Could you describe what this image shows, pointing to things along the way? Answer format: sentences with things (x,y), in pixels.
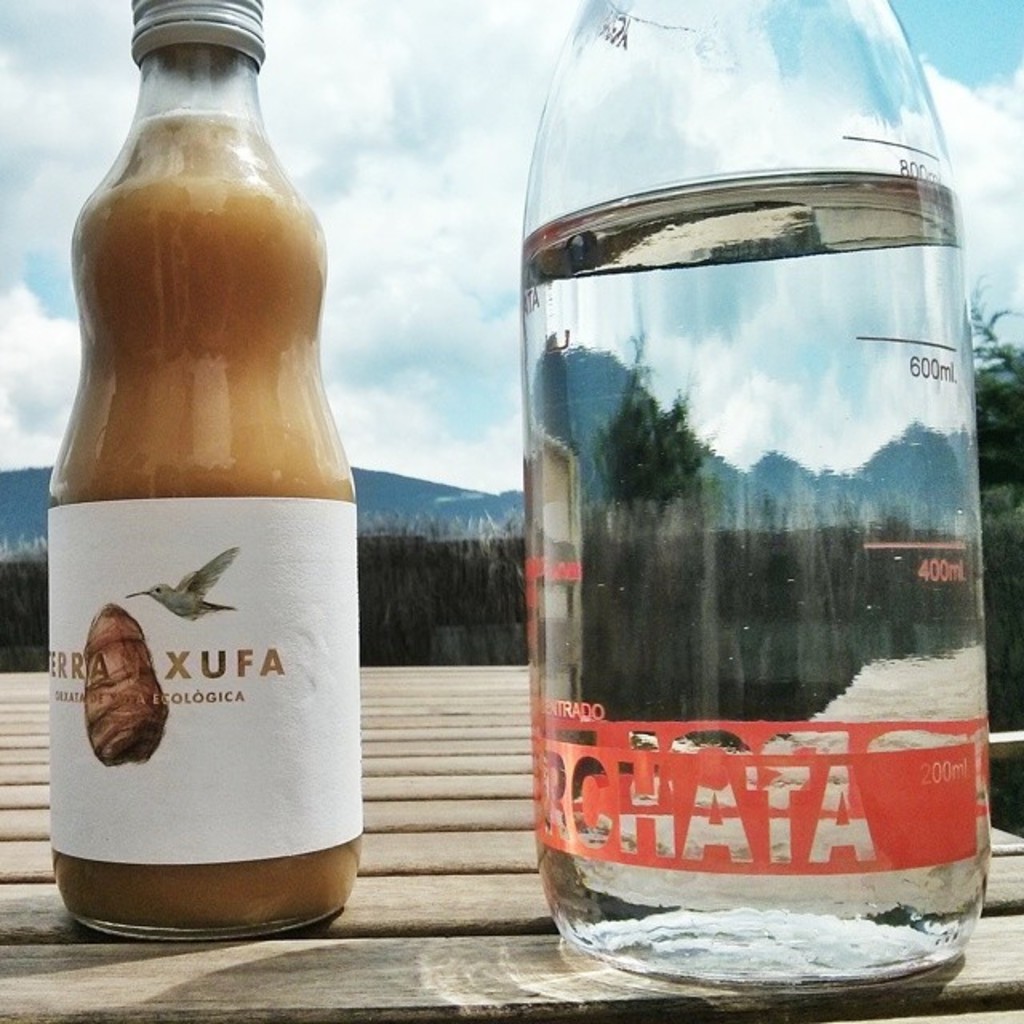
In this image, There is a table (20,748) which is in brown color on that table (43,765) there are some bottles (712,498) kept, In the left side (124,545) there is a bottle (89,307) contain some yellow color liquid (174,292), In the background (352,372) there is a sky (343,107) in white and blue color, There are some green color trees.
